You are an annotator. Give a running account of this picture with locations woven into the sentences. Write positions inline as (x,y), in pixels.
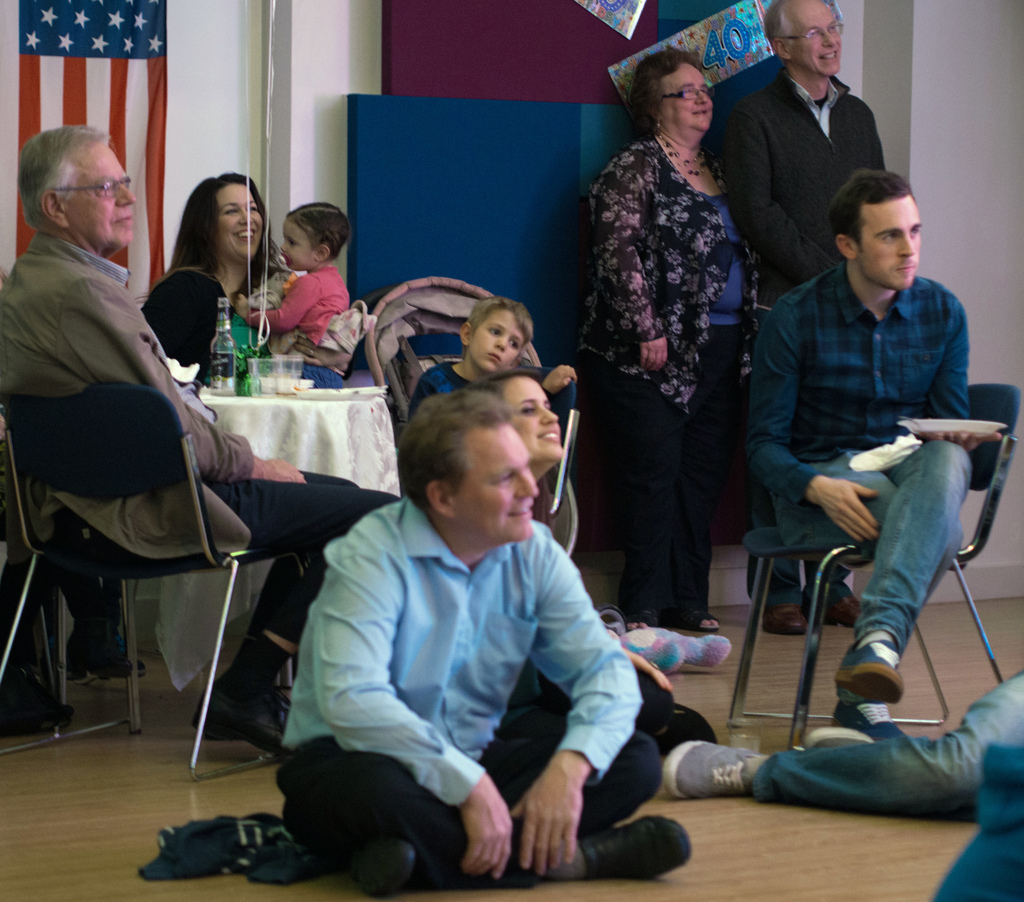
In this picture we can see some people (794,427) sitting on chairs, in the background (725,225) there are two persons (761,148) standing here, on the left side (95,70) there is a flag (85,54), we can see a person (539,733) sitting on the floor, in the background (931,93) there is a wall (931,85), we can see a table (325,414) where, there is a bottle (217,370) and glass (269,385) on the table (300,432).
